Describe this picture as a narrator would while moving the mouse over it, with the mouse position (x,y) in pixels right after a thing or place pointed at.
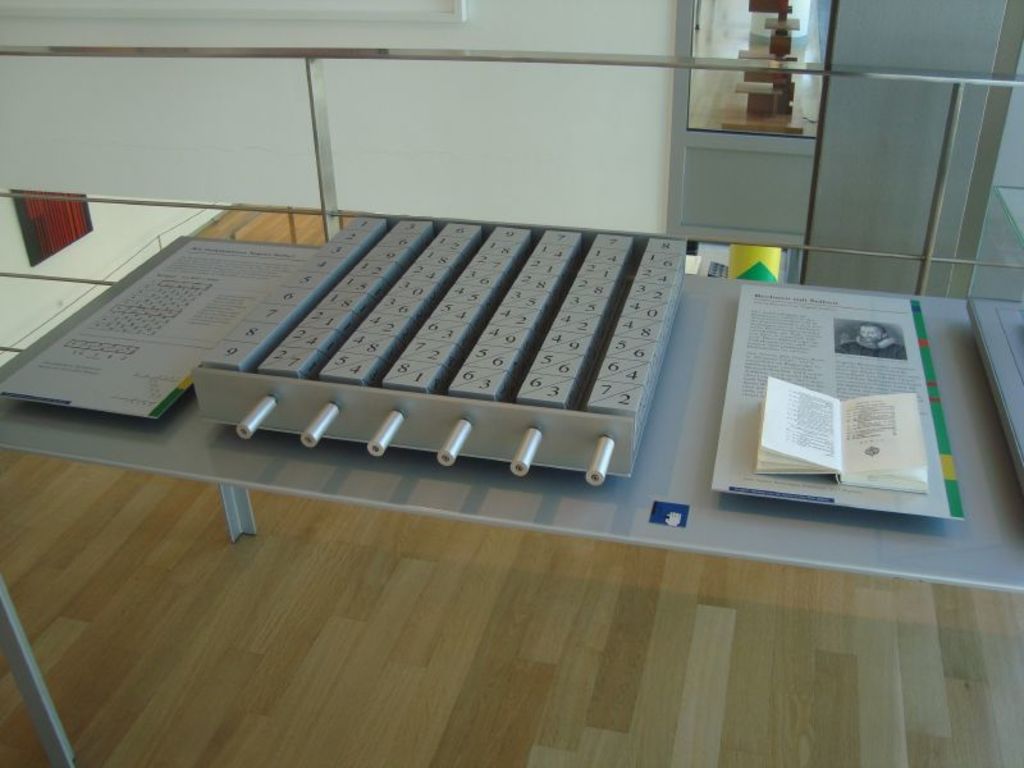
As we can see in the image there is a white color wall (617,112) and table (372,494) over here. On table (780,540) there is a paper (788,380) and book (793,458).
